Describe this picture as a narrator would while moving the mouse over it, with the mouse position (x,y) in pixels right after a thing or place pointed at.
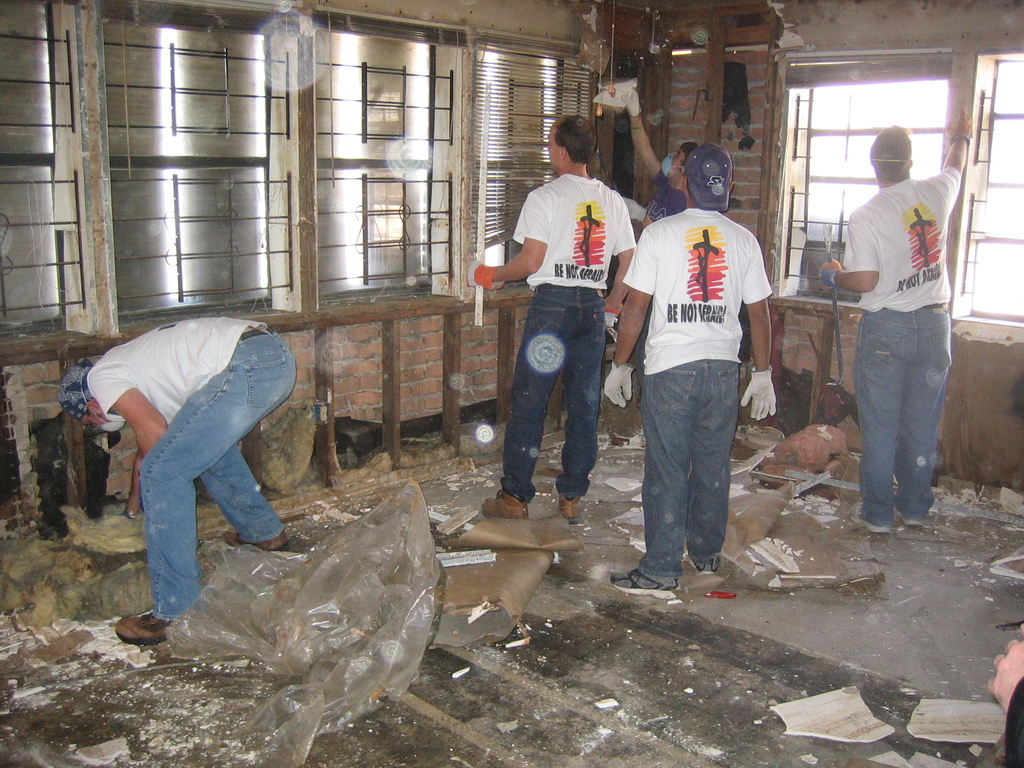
In this picture I can see five persons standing and holding some objects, there are windows (37,130), there are covers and some other objects (175,718).
